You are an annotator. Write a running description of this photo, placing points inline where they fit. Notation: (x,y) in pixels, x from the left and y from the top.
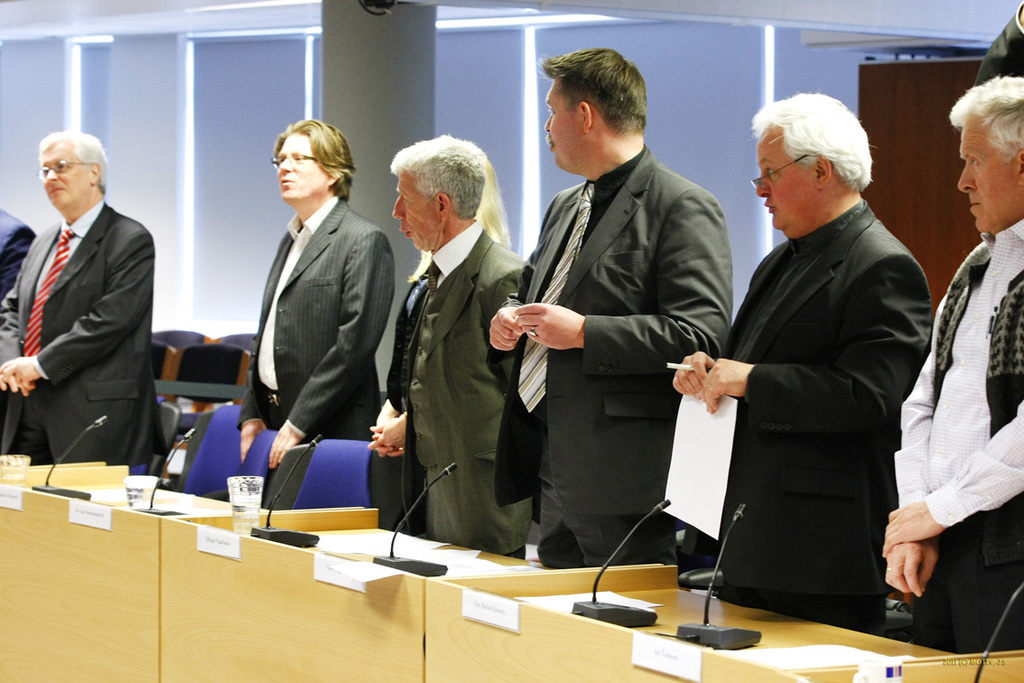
In this picture we can see a group of people (135,430) wore blazers (94,414), ties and standing and in front of them we can see mics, glasses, chairs (700,579) and in the background (383,40) we can see pillars (417,77), wall (627,47).
